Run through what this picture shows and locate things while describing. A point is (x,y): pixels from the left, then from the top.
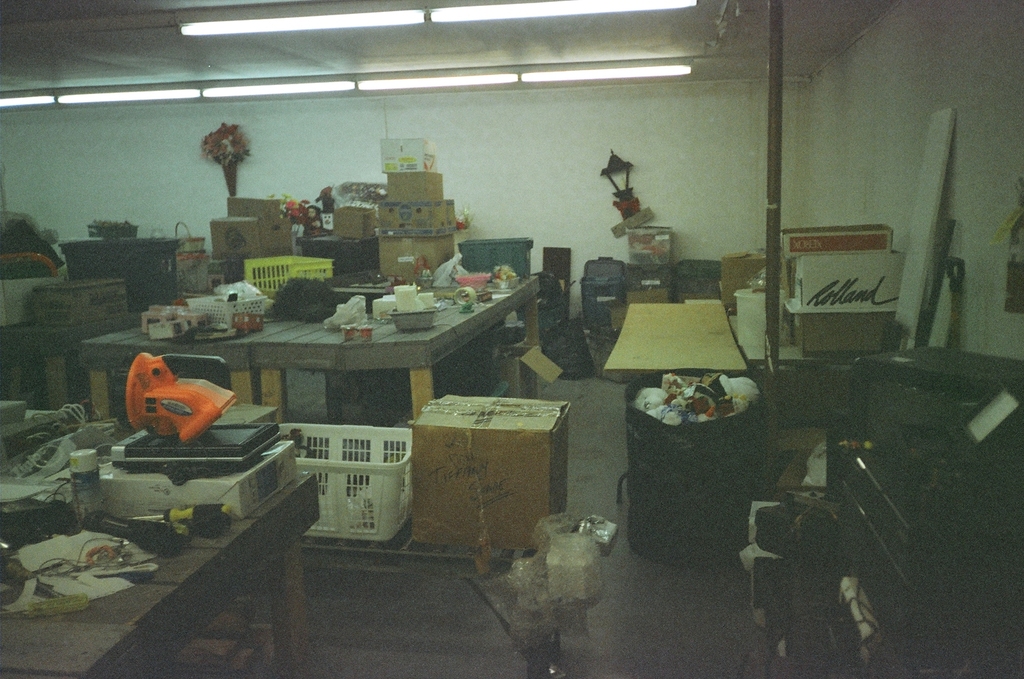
In this picture there are tables (291,640) on the left side of the image (151,535), which contains stock boxes (399,230) on it, there are other stock (612,266) on the right side of the image (819,315), there are lights (499,16) at the top side of the image (523,16), there is a flower vase (206,153) on the left side of the image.
